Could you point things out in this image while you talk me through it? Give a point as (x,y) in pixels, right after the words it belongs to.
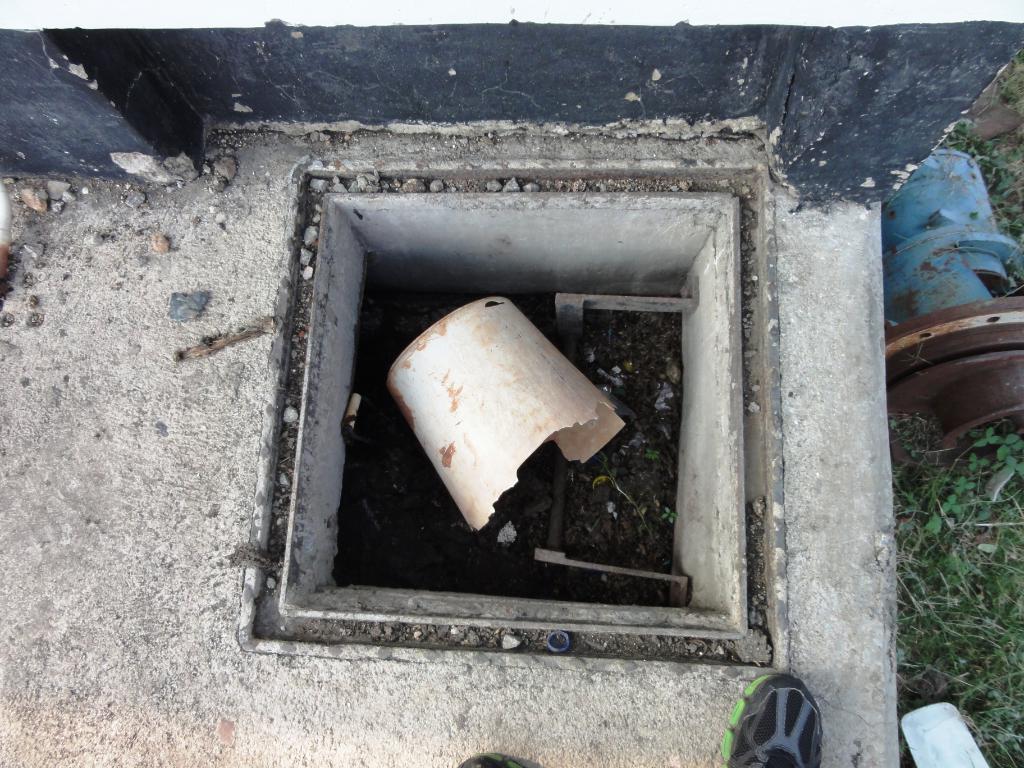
In the center of the image (373,413) we can see a hole (439,264). In that we can see a bucket (512,414) and some dust particles (630,534). At the top of the image (558,68) we can see the wall (611,95). On the right side of the image (906,325) we can see a engine (949,392), grass (968,568). At the bottom of the image (772,732) we can see a person shoes (744,739). In the background of the image (666,695) we can see the floor (43,704).
